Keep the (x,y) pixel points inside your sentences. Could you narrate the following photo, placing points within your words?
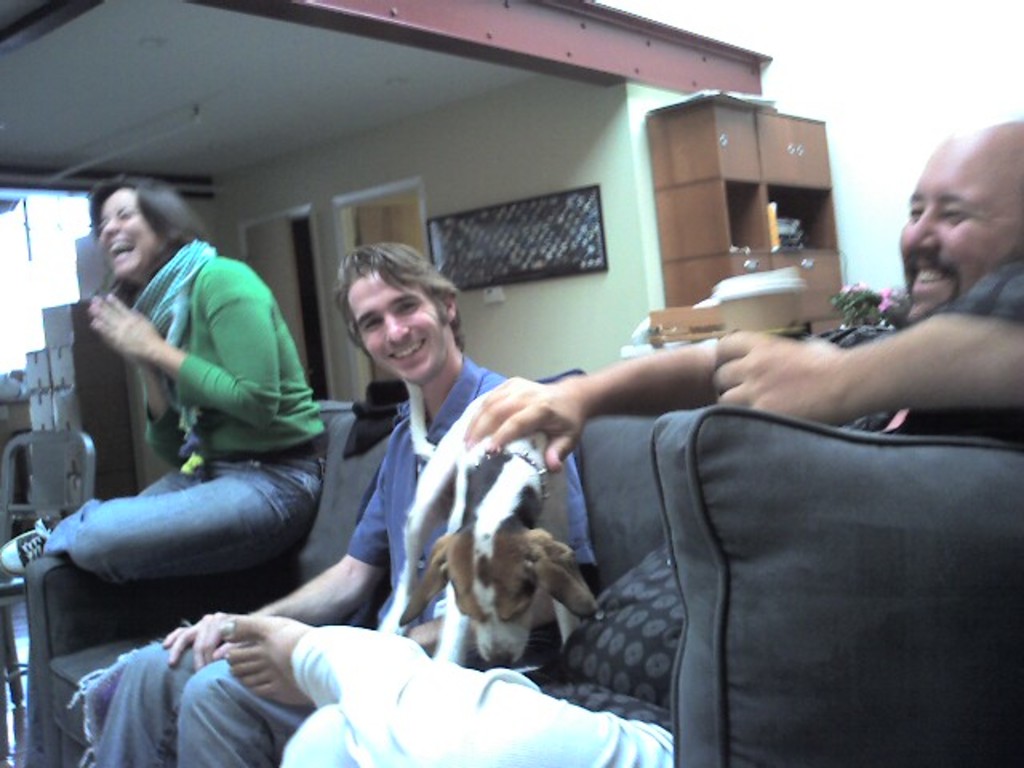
In this image there are group of persons (262,523) who are sitting on the couch (778,697) and there is a dog (548,578) in middle of the image (520,455).
